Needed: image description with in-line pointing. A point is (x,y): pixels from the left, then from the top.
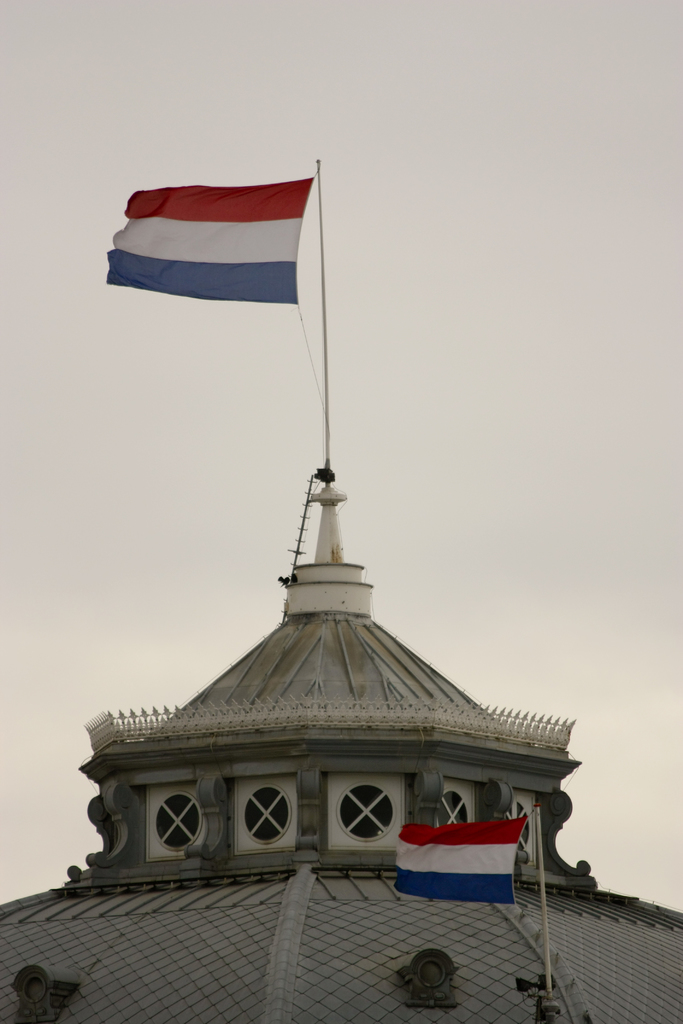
In the foreground of this image (458,864), there are two flags (224,288) on a dome (397,808). In the background (458,109), there is the sky (458,109).
